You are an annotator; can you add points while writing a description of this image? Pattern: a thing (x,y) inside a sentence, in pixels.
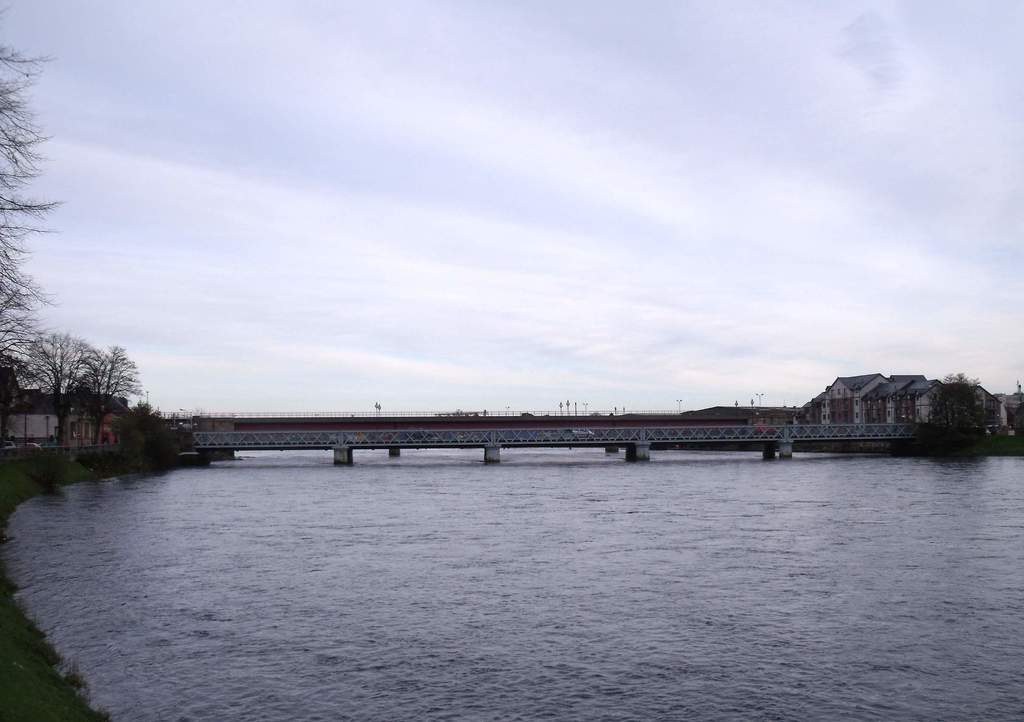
In this image there is a river (351,523), on the left side (16,419) there are trees (59,431) and houses (103,430), in the background (229,444) there is a bridge (531,445), houses (898,403) and the sky (514,159).
